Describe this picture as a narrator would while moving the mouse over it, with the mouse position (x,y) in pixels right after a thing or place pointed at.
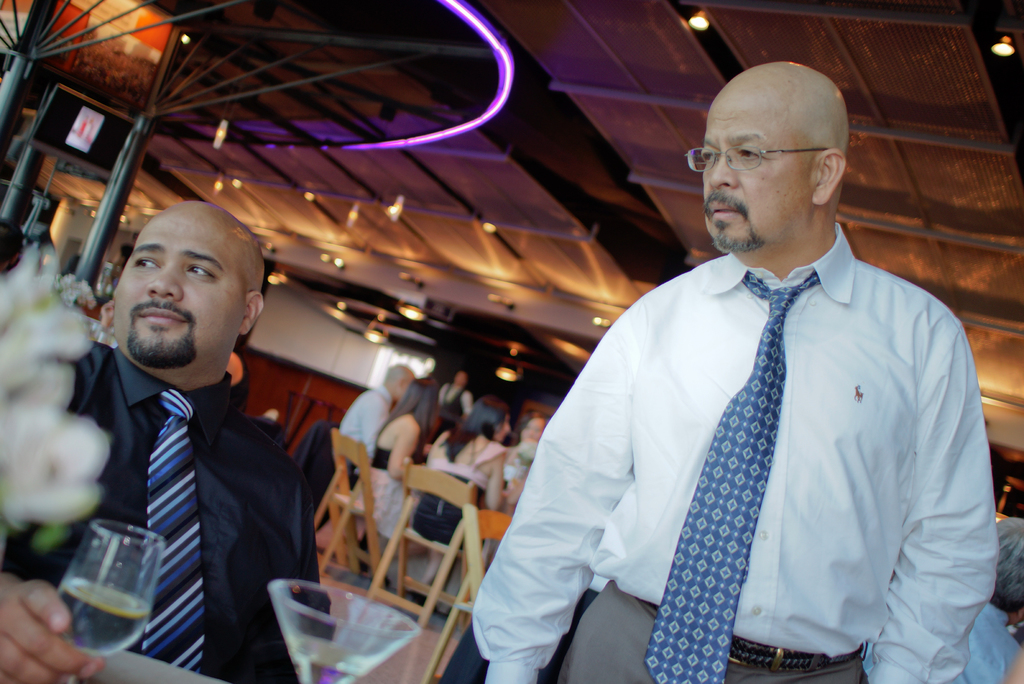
The person (20,630) wearing black dress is sitting and holding a glass (88,629) of drink (99,629) in his hand (45,672) and there is another person (677,469) wearing white shirt (859,479) is standing in the right corner (845,469) and there are few other persons (450,413) in the background (423,415).
